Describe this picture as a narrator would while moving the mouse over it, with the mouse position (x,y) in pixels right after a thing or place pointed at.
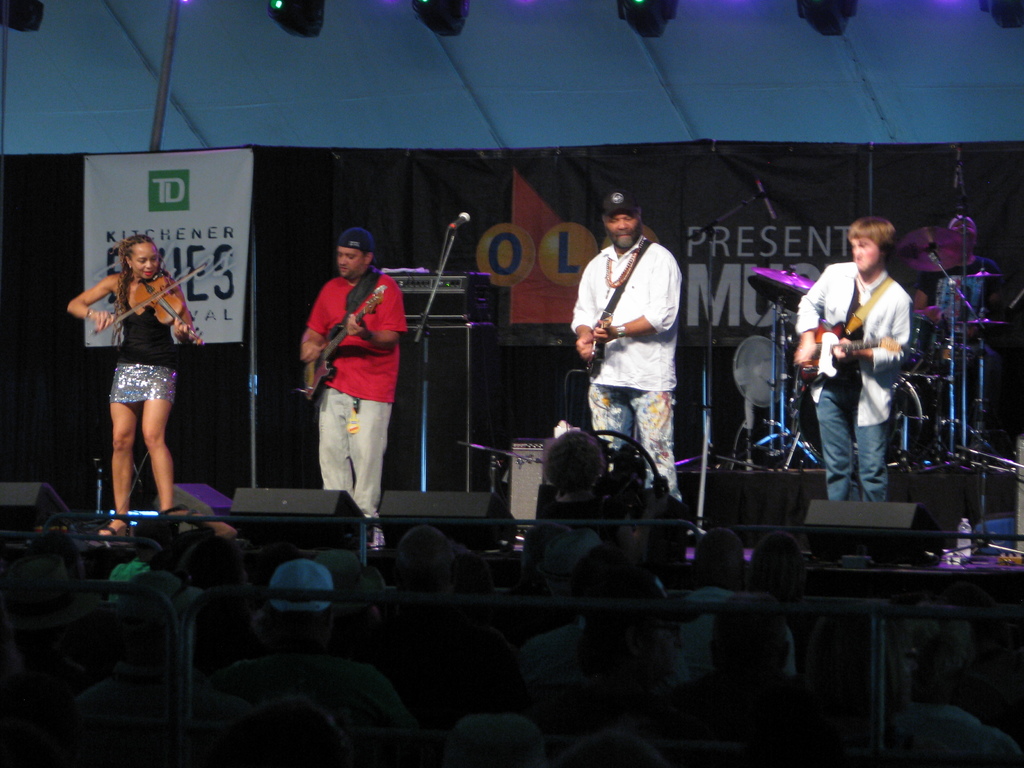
In this picture we can see there are four people (185,337) standing on the stage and holding musical instruments (594,343). In front of the stage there is a group of people (245,570) and iron rods (504,599). Behind the people (325,318) there are some musical instruments (926,326), banners (733,225) and microphones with stands (424,422). At the top (34,15) there are lights (315,15).
